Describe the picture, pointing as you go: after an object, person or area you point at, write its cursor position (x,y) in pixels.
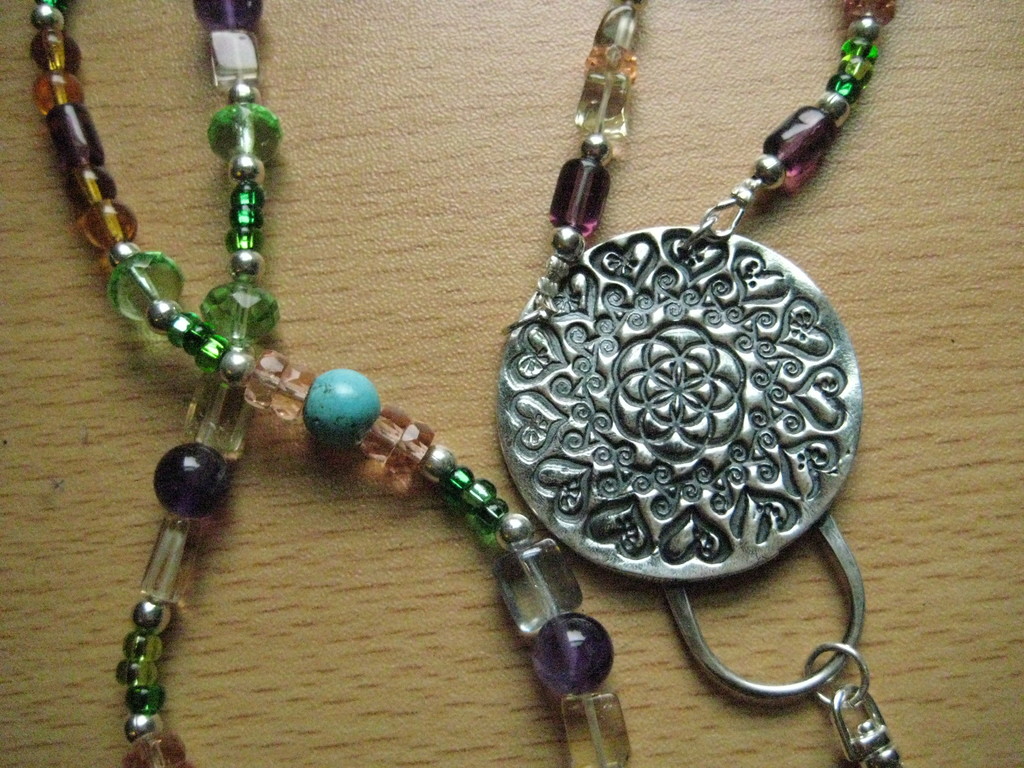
This picture consists of two colorful chains (605,718) kept on wooden table (425,288).
